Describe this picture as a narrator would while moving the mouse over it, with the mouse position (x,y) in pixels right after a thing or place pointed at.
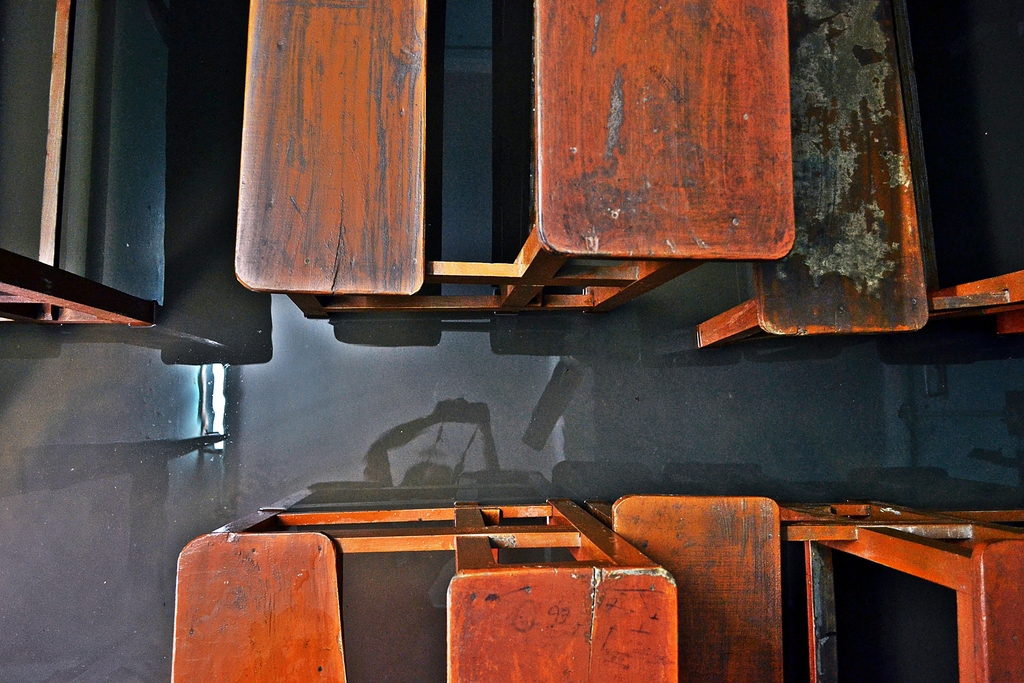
In this image we can see some benches (681,184) on the floor (300,324).
